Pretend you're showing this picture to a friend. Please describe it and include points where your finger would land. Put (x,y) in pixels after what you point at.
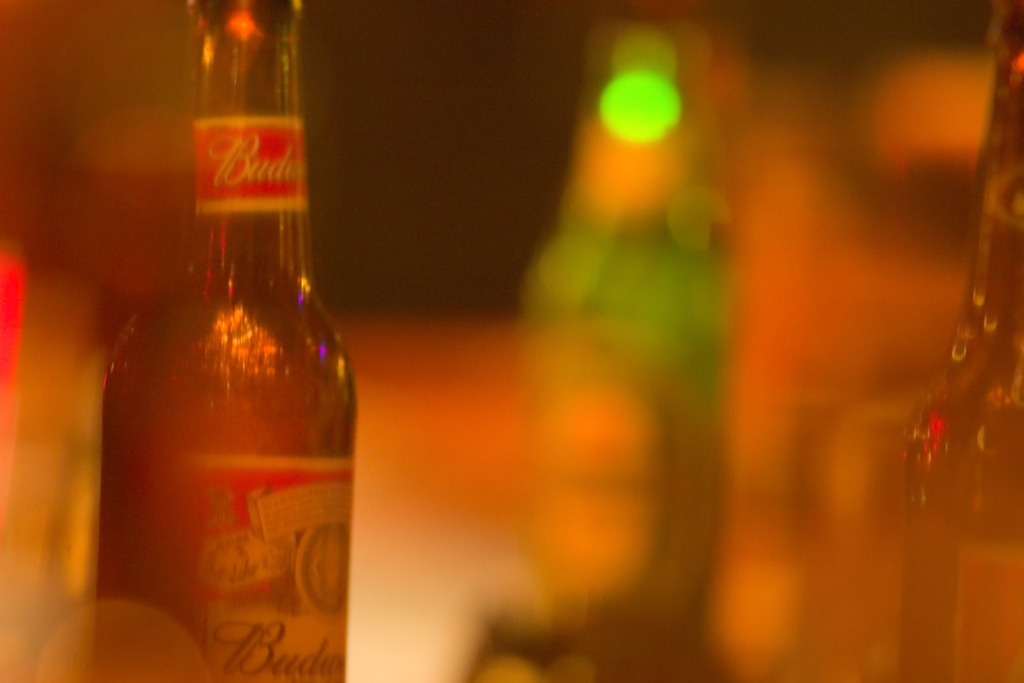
In the picture there are many glass bottles (1015,408). The image is blurred.
